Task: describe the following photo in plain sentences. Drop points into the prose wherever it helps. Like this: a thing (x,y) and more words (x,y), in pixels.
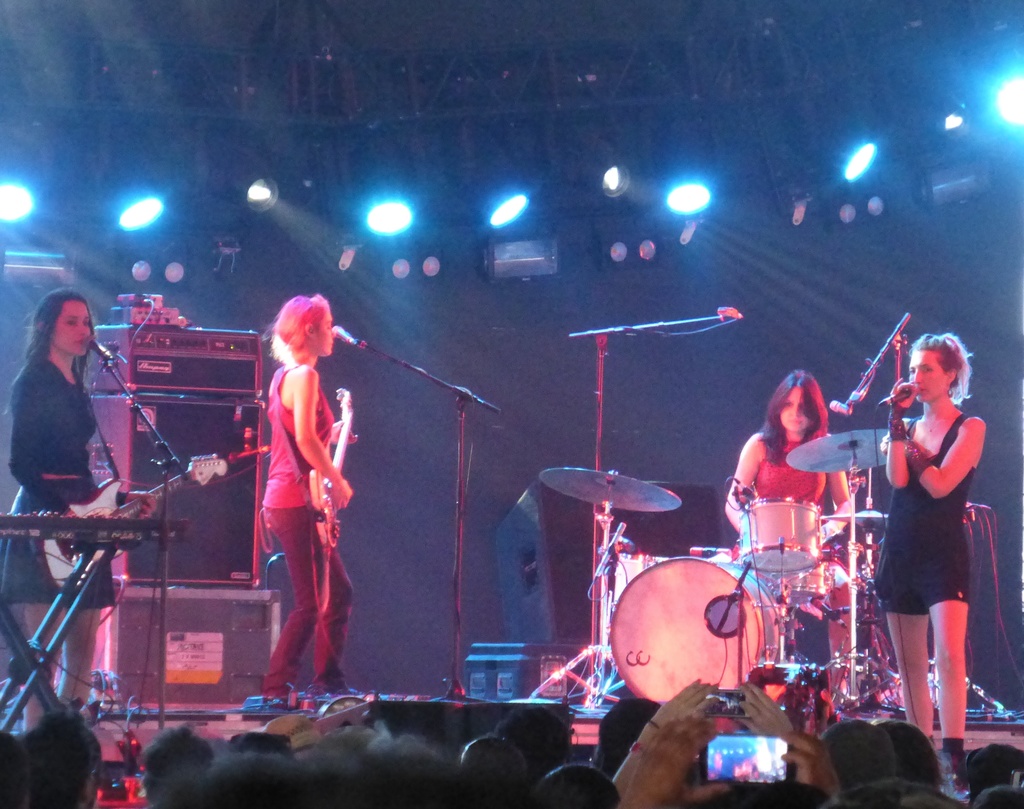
In the image we can see there are people (949,479) who are standing and they are playing musical instruments (715,579).
